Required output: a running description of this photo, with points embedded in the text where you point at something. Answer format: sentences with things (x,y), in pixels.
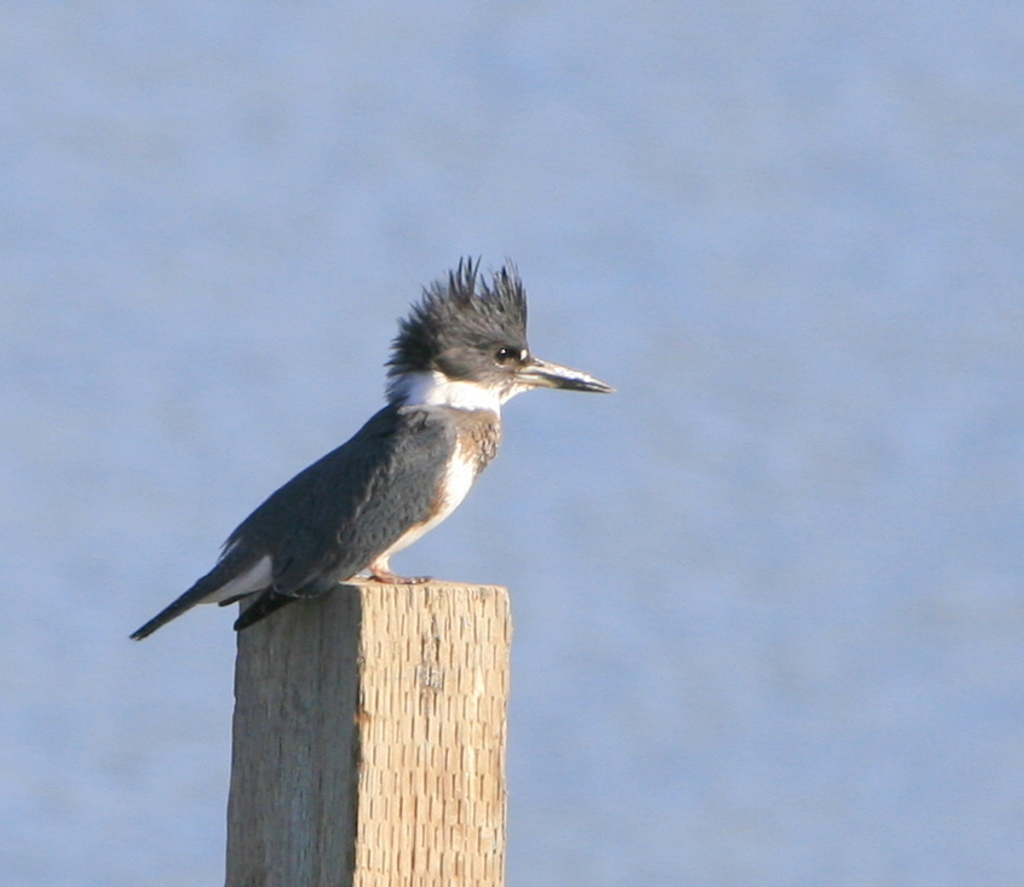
This image consists of a bird (310,548). It is in grey color. There is sky (425,211) in this image.
